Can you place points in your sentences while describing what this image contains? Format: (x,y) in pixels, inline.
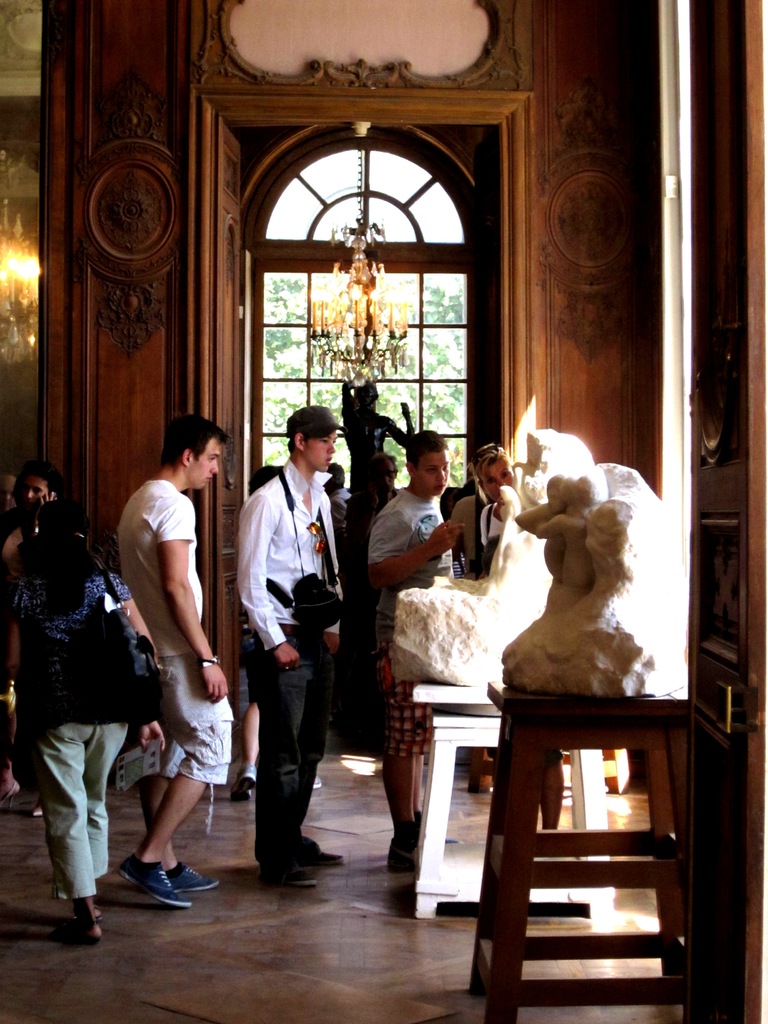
In this image there are group of people (287,754), few are standing and few are walking. The people (264,583) here standing here looking to the statue (521,569). There is a statue (553,630) on the stool (499,895). In the front (714,829) there is a door (714,798), at the back (457,359) there is a window (444,375), at the top (349,231) there is a light (368,306).
